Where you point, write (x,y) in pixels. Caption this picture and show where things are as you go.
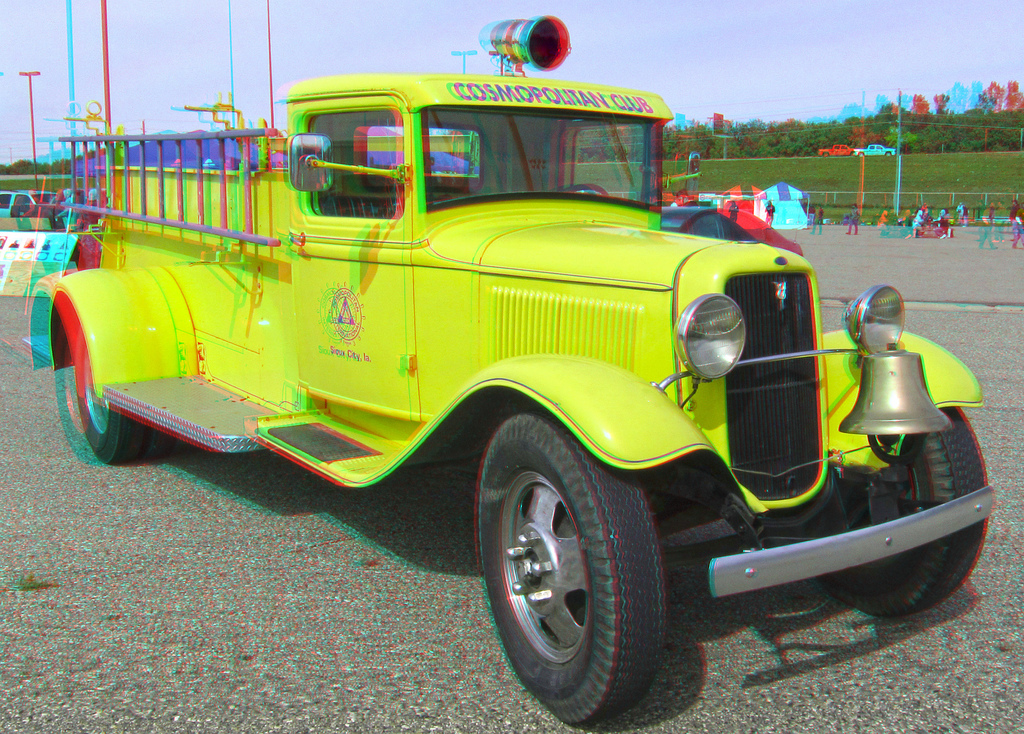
Here we can see a green color vehicle (443,390) with wheels (608,518) on the surface (345,551). Background (876,173) there are vehicles (841,151), tents (778,186), poles (69,22), trees (767,153), people (917,228) and grass (12,184).
